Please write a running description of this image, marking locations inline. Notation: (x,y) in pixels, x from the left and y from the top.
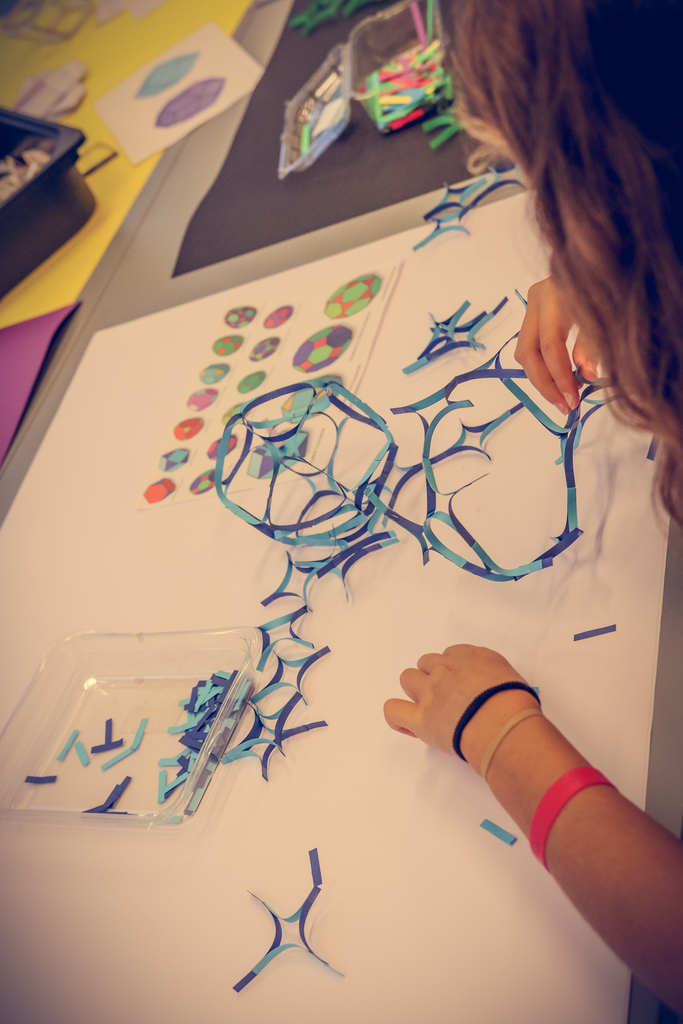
In this image I can see a person hands (513,812). I can see few colorful objects (297,136) on the table (121,277).
